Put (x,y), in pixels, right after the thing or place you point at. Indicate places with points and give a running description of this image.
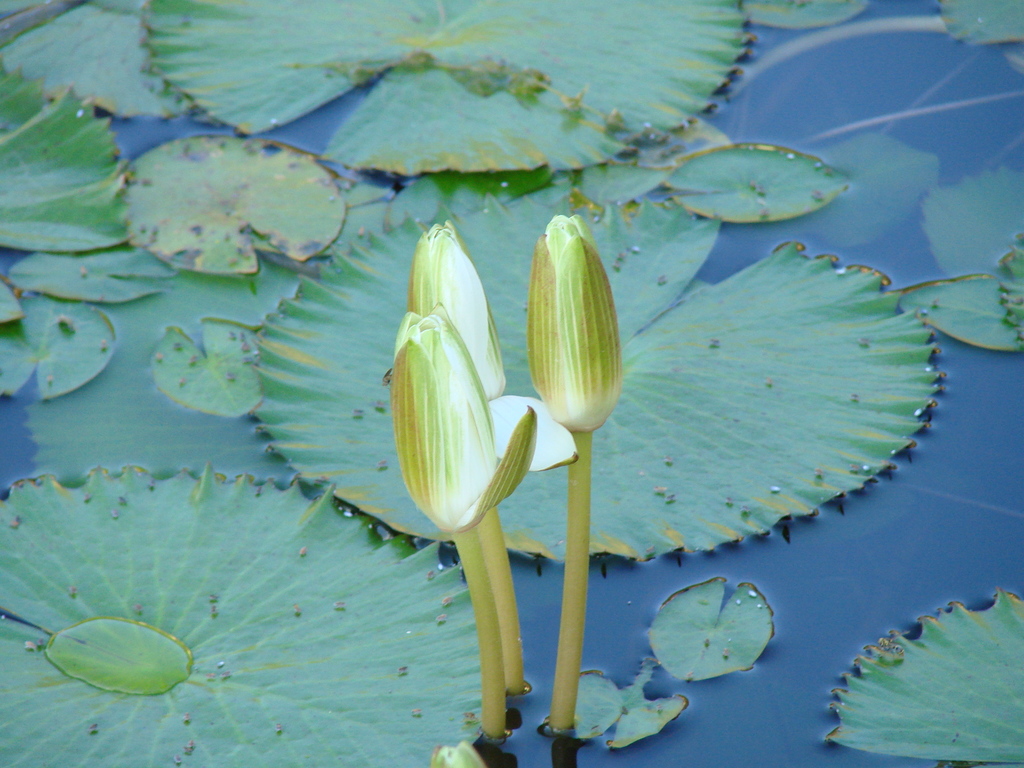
This image consists of flowers (460,532). At the bottom (360,571), there are leaves (319,552) on the water (781,672).
